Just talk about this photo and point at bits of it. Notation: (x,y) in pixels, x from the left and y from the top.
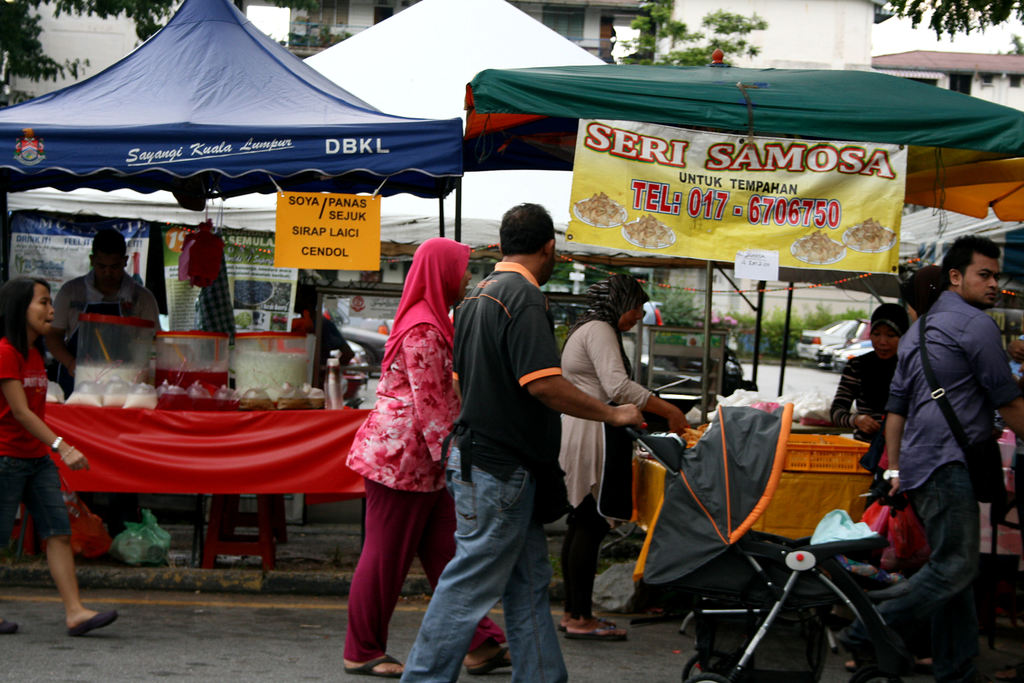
In this image we can see few stores (325,418). There are many people (539,519) in the image. There are many buildings (75,37) in the image. There are many trees (975,1) in the image. There are advertising banners (764,187) in the image. There is an object (879,639) in the image.
